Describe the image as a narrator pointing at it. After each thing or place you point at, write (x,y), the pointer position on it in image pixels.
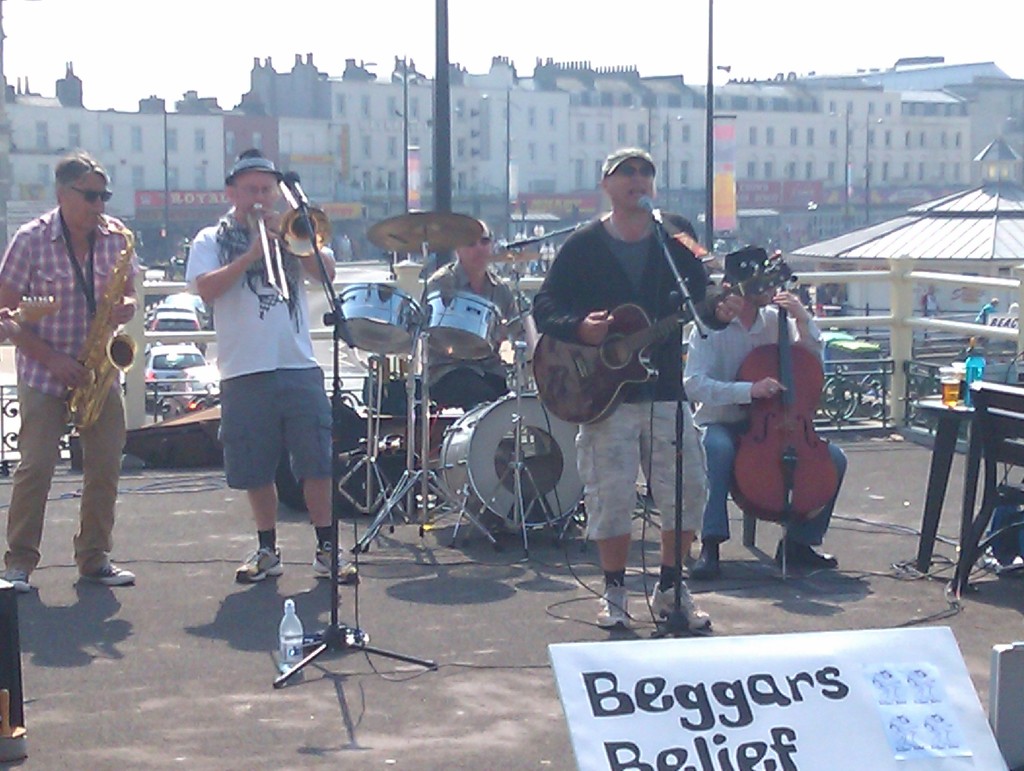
There are some people (662,398) standing and playing musical instruments (264,239). The man (78,275) in the left corner (89,326) is playing a saxophone (98,343). The man (256,338) with white t-shirt (279,333) is playing trombone (302,237). The man (611,255) with the black jacket (615,298) is playing a guitar (639,332). At the back of him there is another man (725,350) playing cello (784,409). In the background (472,279) there is another person (459,292) playing drums (446,298). And we can also see some buildings (382,128) in the background (912,141). And a pole (708,116). And to the bottom (836,689) we can see a poster (701,674).
